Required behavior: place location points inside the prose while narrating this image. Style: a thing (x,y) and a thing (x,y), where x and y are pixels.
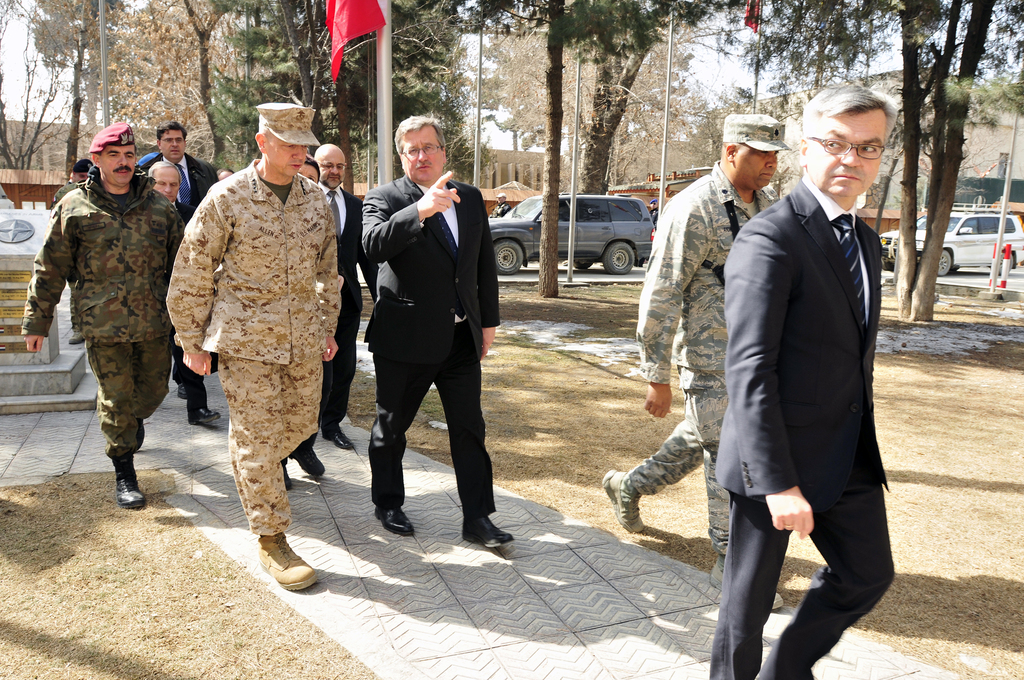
In this picture there are group of people (128,277) walking. At the back (902,229) there are vehicles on the road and there are buildings (492,181) and trees (553,53) and flags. At the top (738,72) there is sky (724,41). At the bottom (984,663) there is a pavement (438,655) and there is grass (65,594). On the left side of the image (10,233) there is a logo (22,226) and there are boards (6,311) on the wall (56,334).
